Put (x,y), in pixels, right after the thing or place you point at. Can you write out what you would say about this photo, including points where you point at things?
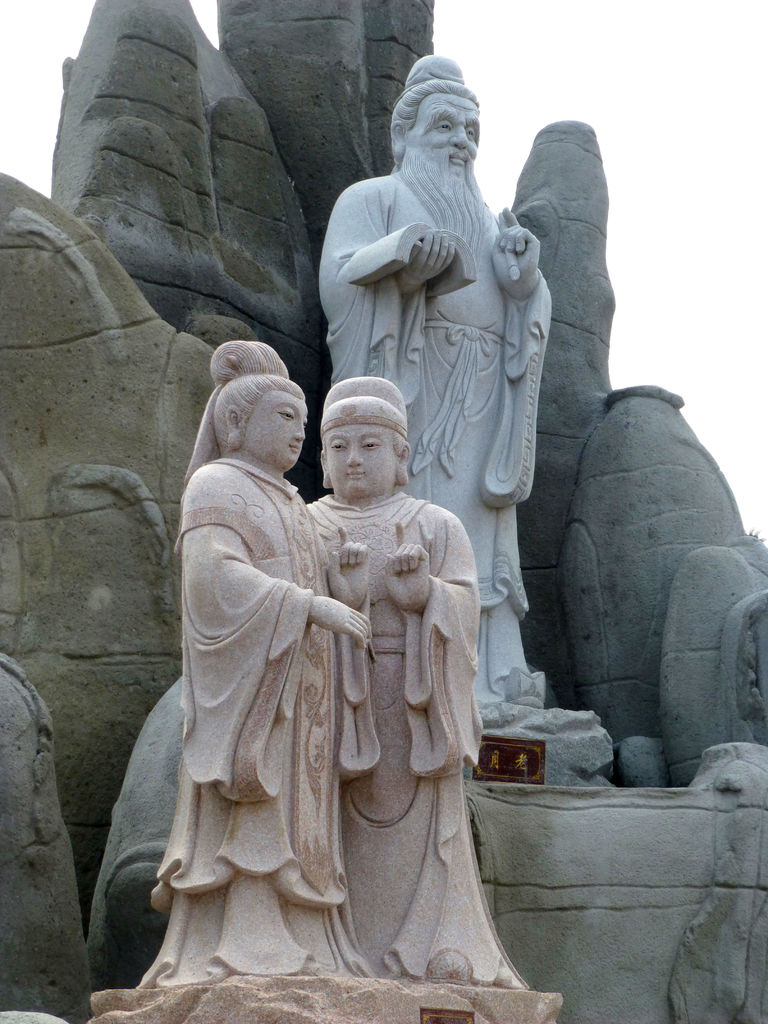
In this picture I can see few statues (258,381) and I can see a cloudy sky (538,99).
